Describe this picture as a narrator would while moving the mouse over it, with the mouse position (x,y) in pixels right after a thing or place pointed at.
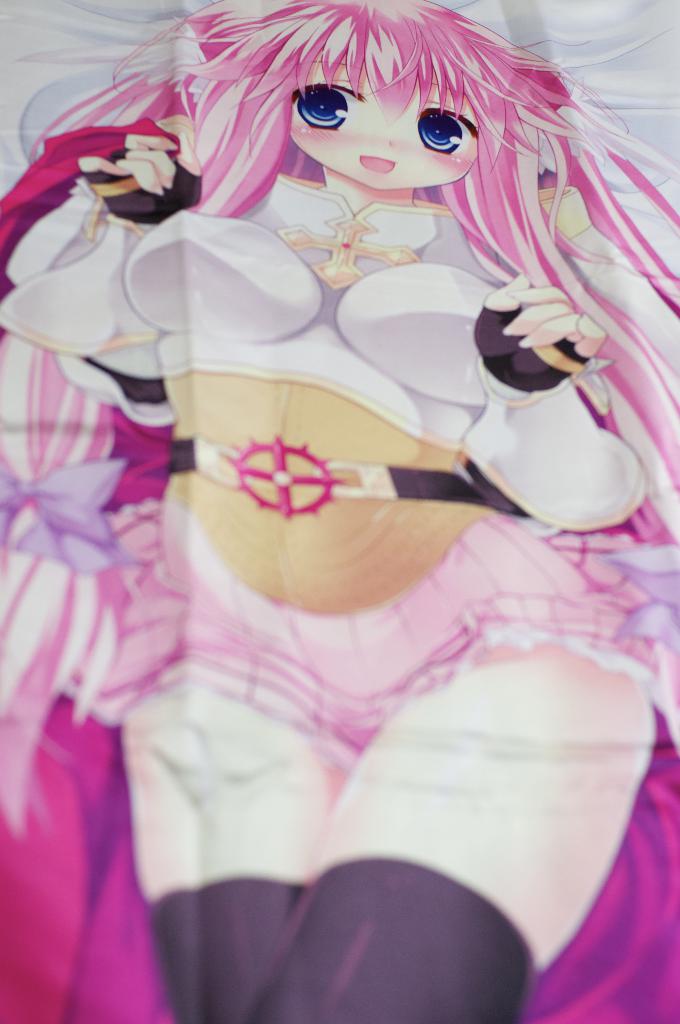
In this picture we can see the cartoon image of a woman (327,556).
